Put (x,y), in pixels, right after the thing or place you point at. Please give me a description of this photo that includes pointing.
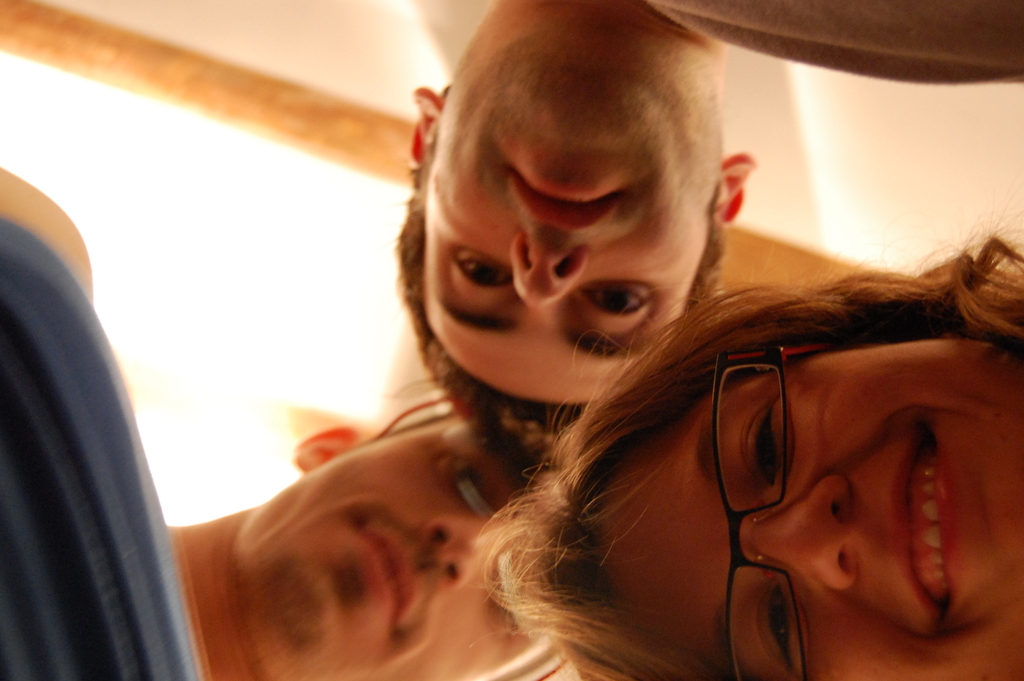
In this image, there is a bottom view of three persons (385,433). There is a person (852,435) in the bottom right of the image (900,501) wearing spectacles (783,579).
